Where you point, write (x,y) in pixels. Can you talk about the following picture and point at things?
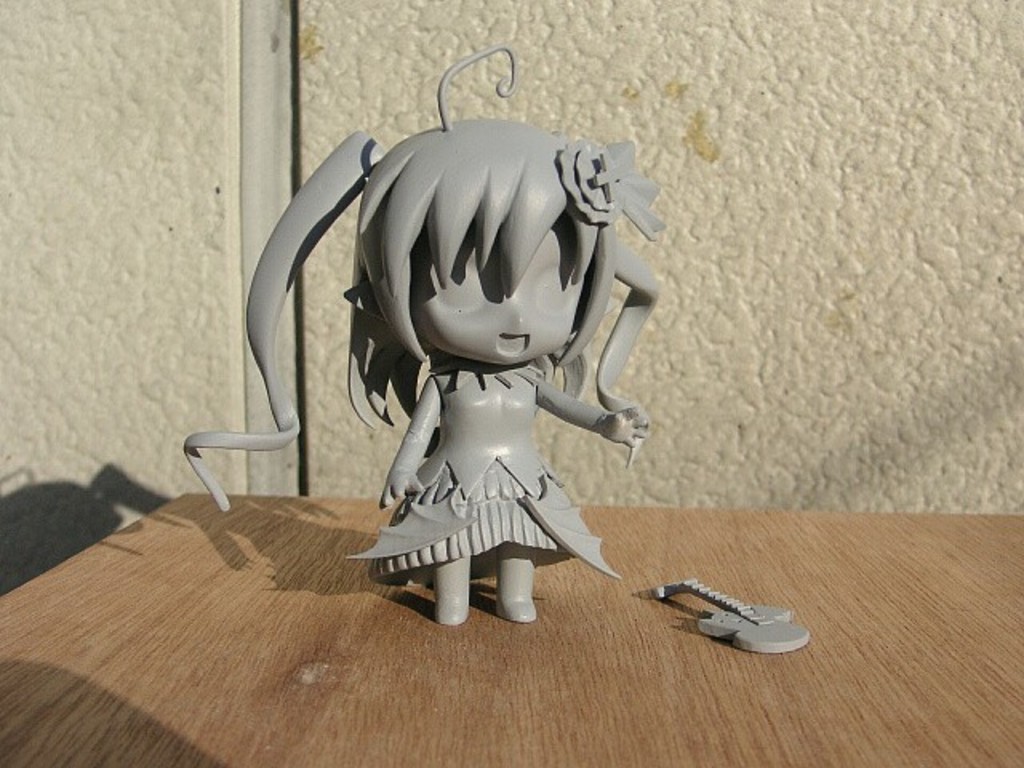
In this image, we can see toys (752,617) on the table (342,692) which is in front of the wall (858,262).
